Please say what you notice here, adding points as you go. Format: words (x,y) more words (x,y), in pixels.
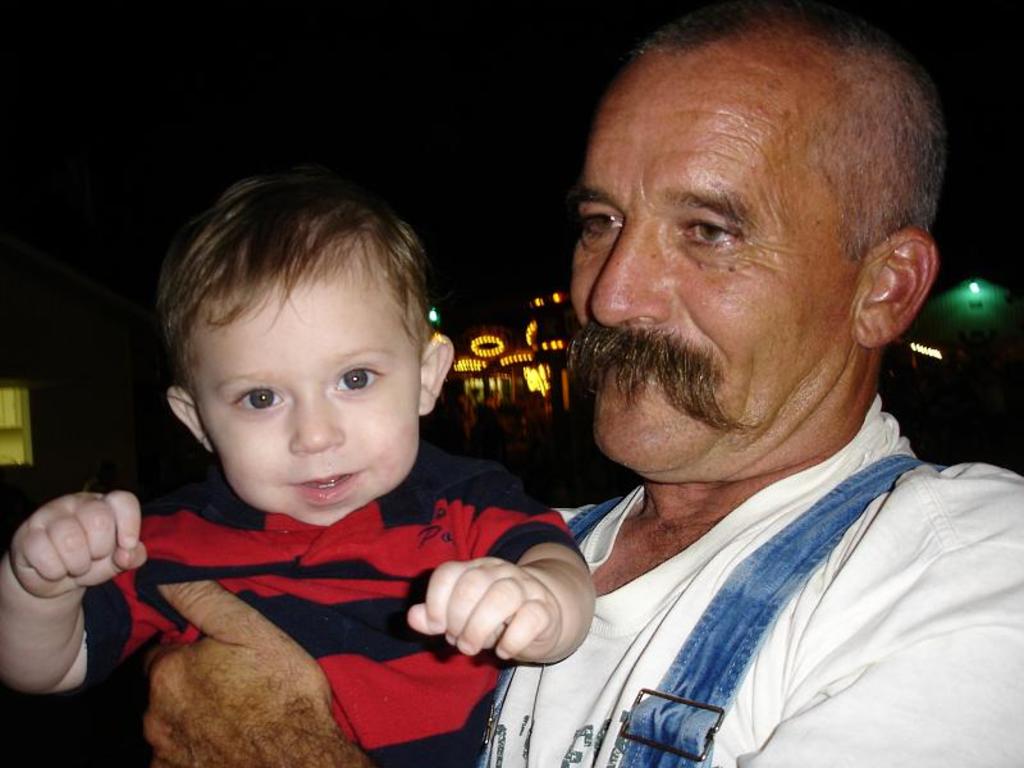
In the image a person (701,178) is holding a boy (488,546) and they are smiling. Behind them there are some buildings (540,319) and lights (478,349).
